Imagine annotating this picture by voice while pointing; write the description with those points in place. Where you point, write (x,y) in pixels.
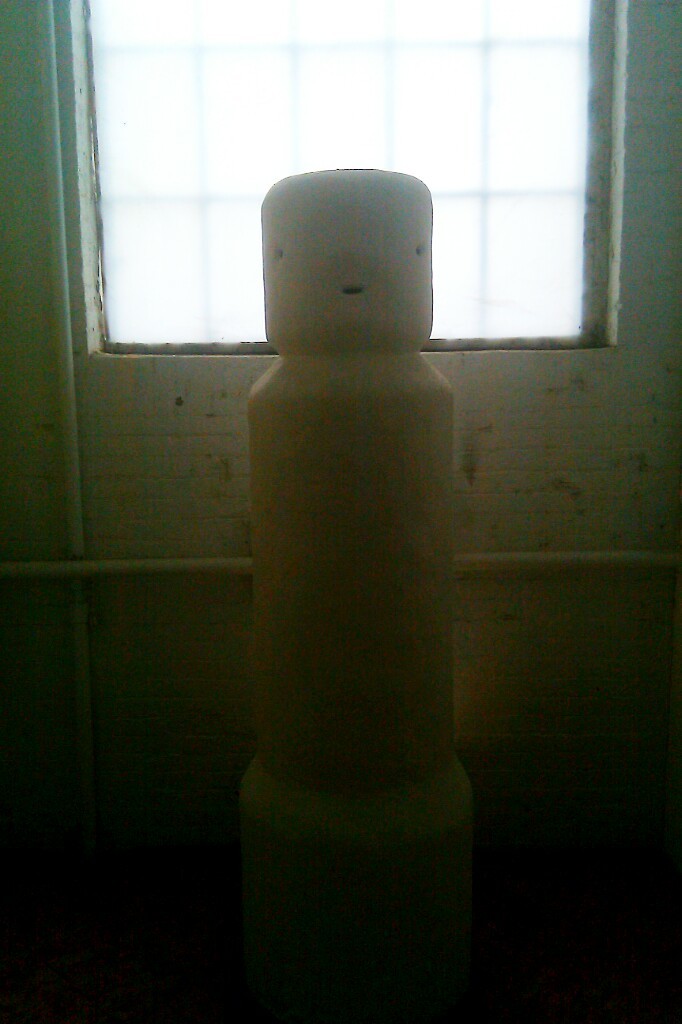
In this image we can see a sculpture (330,577), also we can see the wall (109,585), and the window (258,167).
